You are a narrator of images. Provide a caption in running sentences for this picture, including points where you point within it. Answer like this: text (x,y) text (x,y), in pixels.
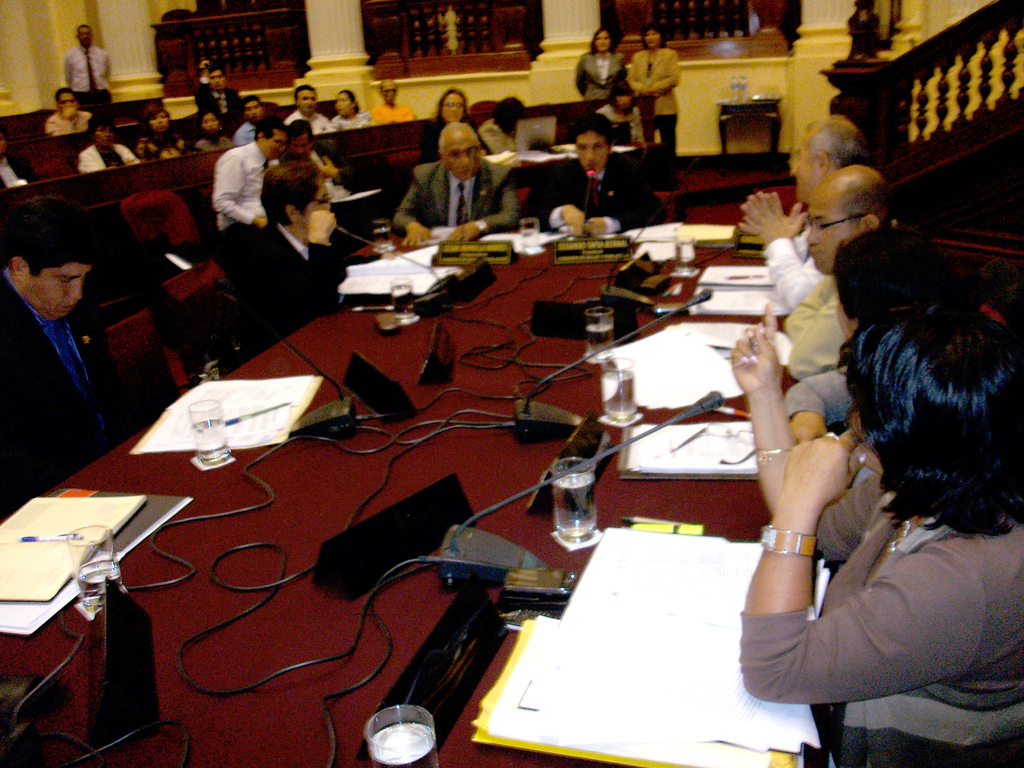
In this image we can see persons (817,526) sitting on the chairs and tables (299,490) are placed in front of them. On the tables (250,526) we can see files (617,635), papers (648,543), pens (635,523), glass tumblers (589,472), coasters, mics (567,420), cables (364,427) and name boards (596,420). In the background (603,79) we can see railings (842,87), side tables (763,111), persons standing on the floor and pillars (316,58).
